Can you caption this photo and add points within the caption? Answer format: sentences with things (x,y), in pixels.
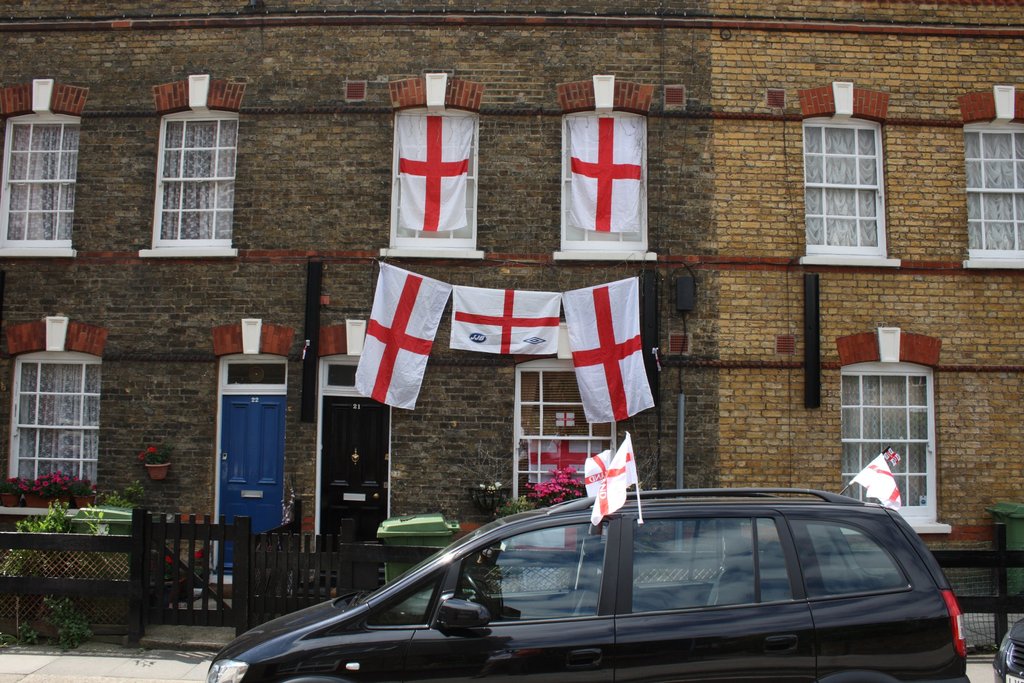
In this image in the front (497,598) there is a car (592,622) which is black in colour and on the car (602,543) there are flags (612,474). In the background (167,330) there is a building (655,337) and there are windows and there are flags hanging on the building (488,271) and in front of the building (242,470) there is a fence (270,570) which is black in colour and there are plants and there are bins (442,533) which are green in colour.
